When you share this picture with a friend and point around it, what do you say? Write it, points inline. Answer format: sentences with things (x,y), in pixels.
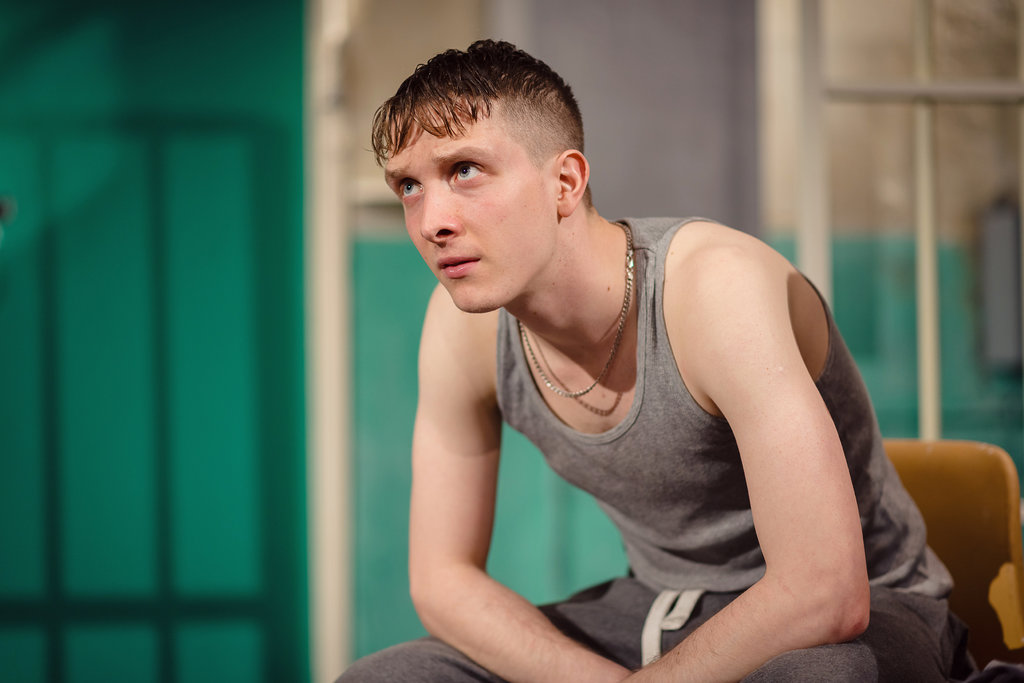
In this image we can see a man (805,617) is sitting on a chair (979,557). He is wearing grey color dress (661,546) and chain (564,395). In the background (288,212), we can see a wall (764,138).
